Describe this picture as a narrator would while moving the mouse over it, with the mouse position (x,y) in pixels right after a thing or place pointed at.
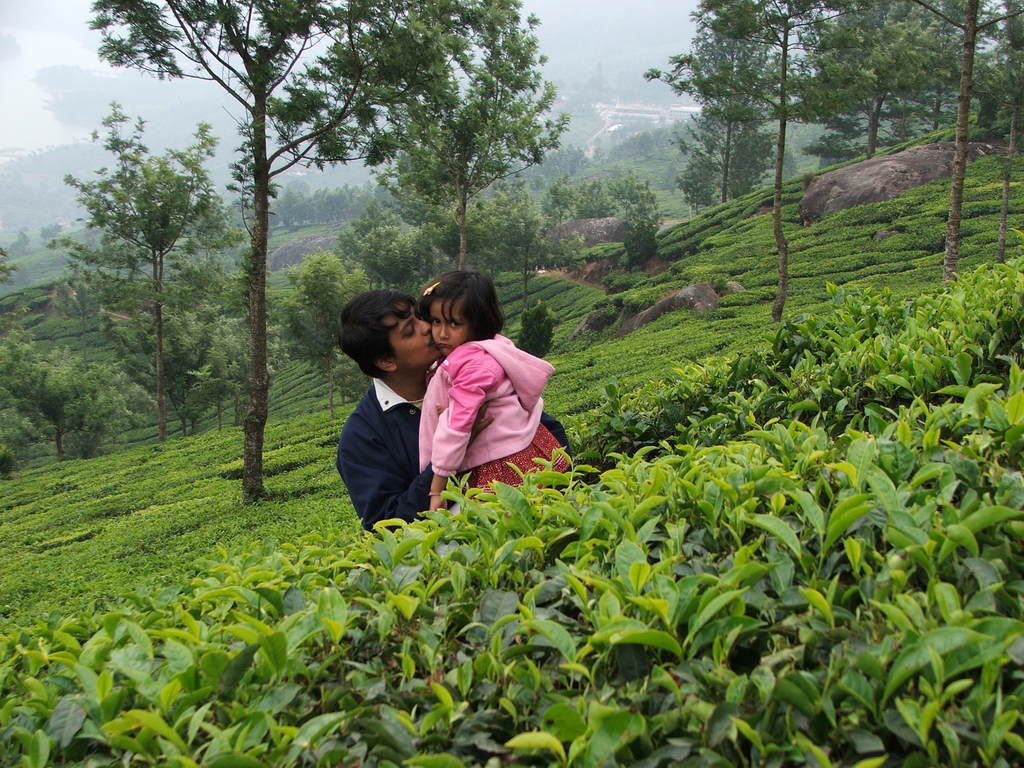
In this picture we can see a man (414,400) is holding a girl (425,400) and behind the people (408,398) there are plants (607,171), trees (241,218) and the fog (51,60).
